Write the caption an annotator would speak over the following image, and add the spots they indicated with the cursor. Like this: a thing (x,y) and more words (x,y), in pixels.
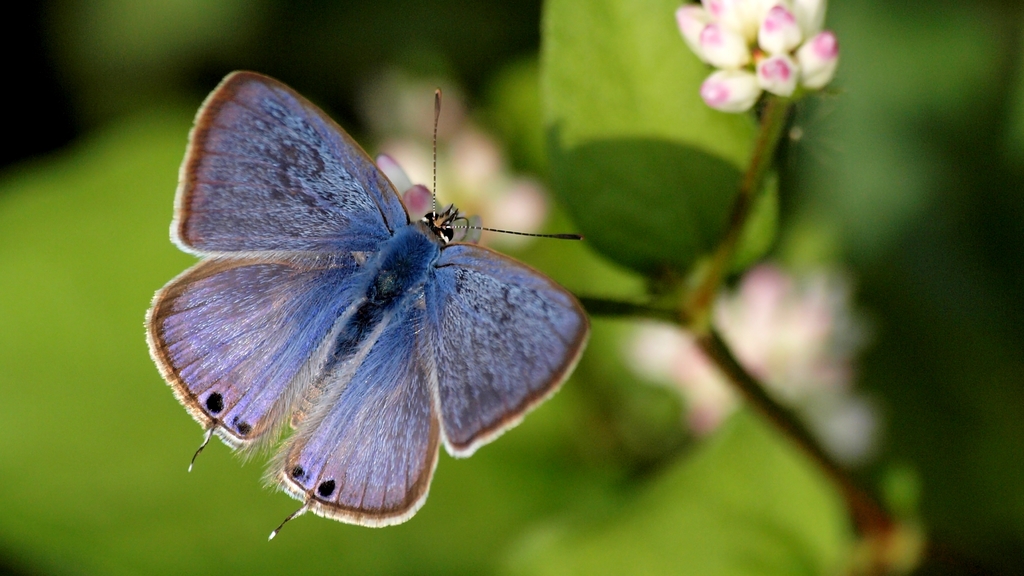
In this image, we can see a butterfly (457,262) on a plant (753,204) and the background (930,13) is green in color.
